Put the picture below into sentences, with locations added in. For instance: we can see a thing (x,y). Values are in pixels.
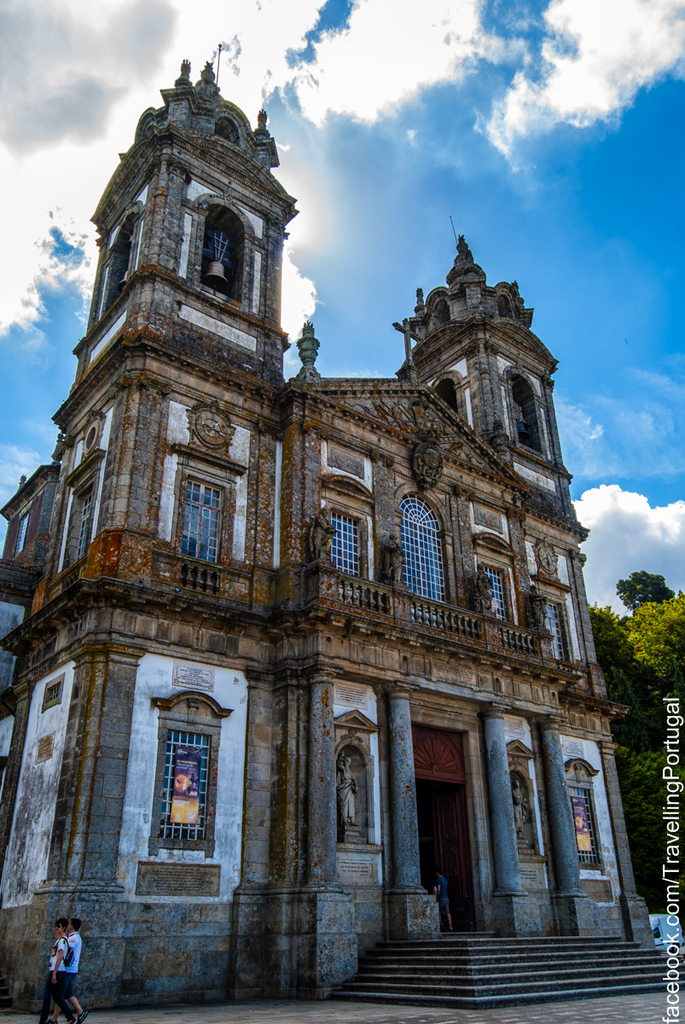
In this picture there are people (77,964) and we can see building (336,987), boards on windows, statues (522,798), steps (429,957) and trees (655,684). In the background of the image (594,292) we can see the sky (623,461) with clouds (644,521). In the bottom right side of the image (668,831) we can see text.
